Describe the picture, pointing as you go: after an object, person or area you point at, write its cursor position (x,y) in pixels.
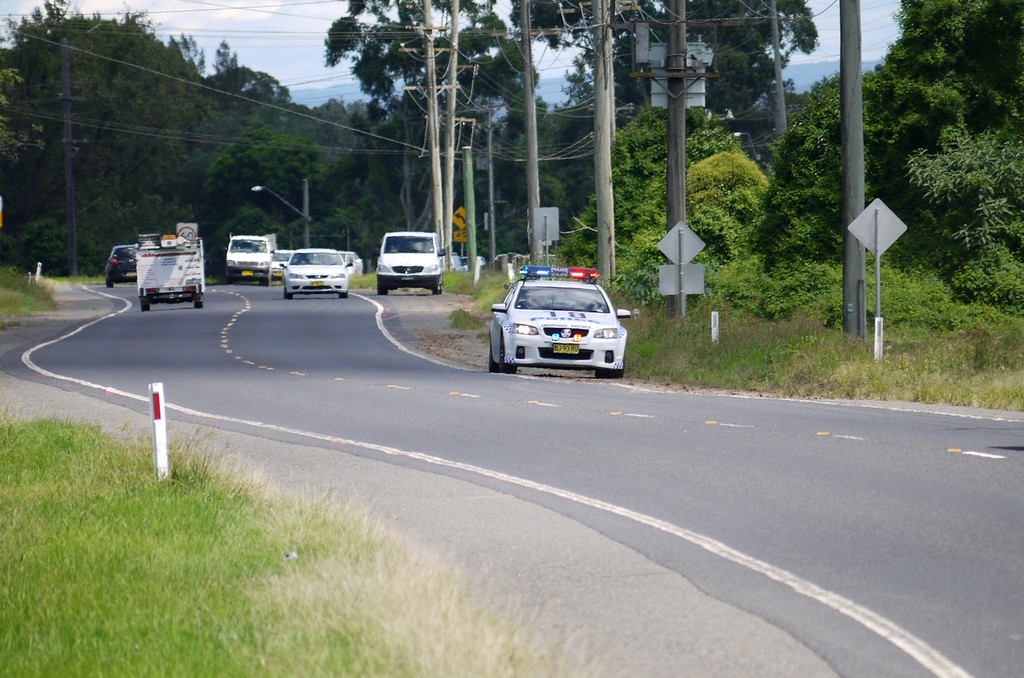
This image is clicked on the road (584,471). There are vehicles (246,250) moving on the road (370,333). Beside the road (402,331) there are poles (447,154) and sign boards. In the bottom left (105,582) there's grass (94,607) on the ground (127,484). In the background (215,162) there are trees (984,165). At the top (280,18) there is the sky (289,47).
